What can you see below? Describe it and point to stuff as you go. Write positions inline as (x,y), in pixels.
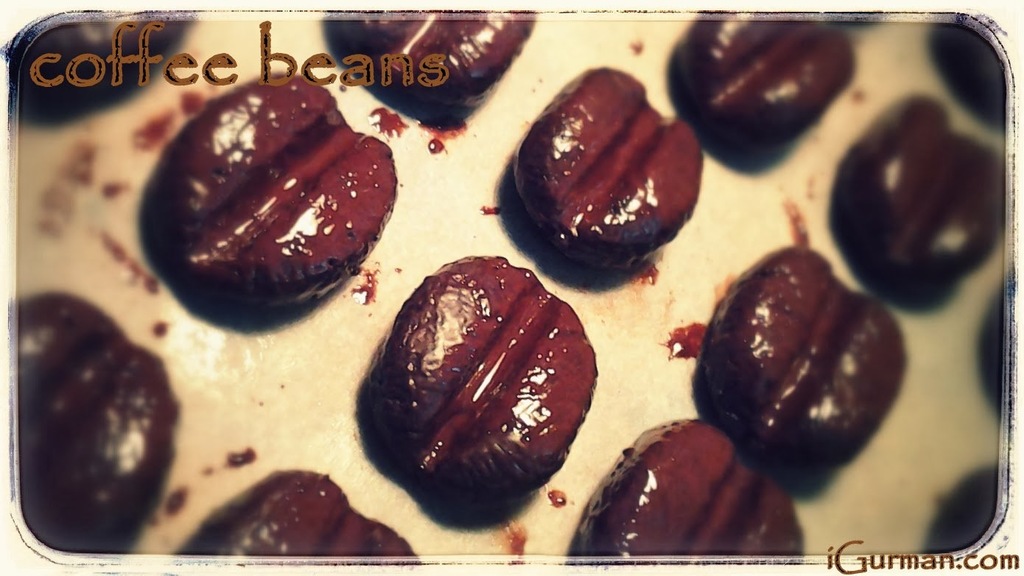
On the bottom right (854,570), there is a watermark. On the top left (50,81), there is a watermark (35,63). In the background (332,161), there are coffee beans (60,392) arranged on a surface (994,145). And the background (84,135) is white in color.
